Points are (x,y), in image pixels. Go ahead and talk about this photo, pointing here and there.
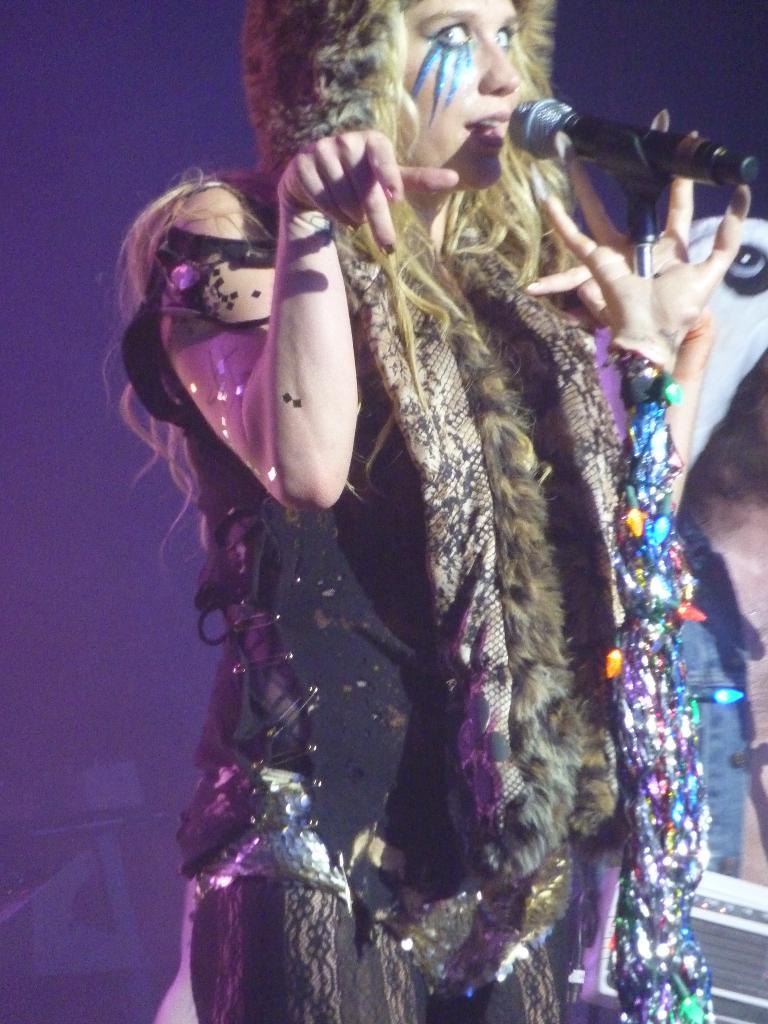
In this picture, we see a woman (384,350) wearing the black dress (412,549) and the brown scarf (481,426) is standing. In front of her is a microphone (554,133) on a stand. She might be singing the song on the microphone (558,115). Behind her, we see the musical instruments (724,902). In the background (155,84), it is purple in color. This picture might be clicked in the musical concert.
